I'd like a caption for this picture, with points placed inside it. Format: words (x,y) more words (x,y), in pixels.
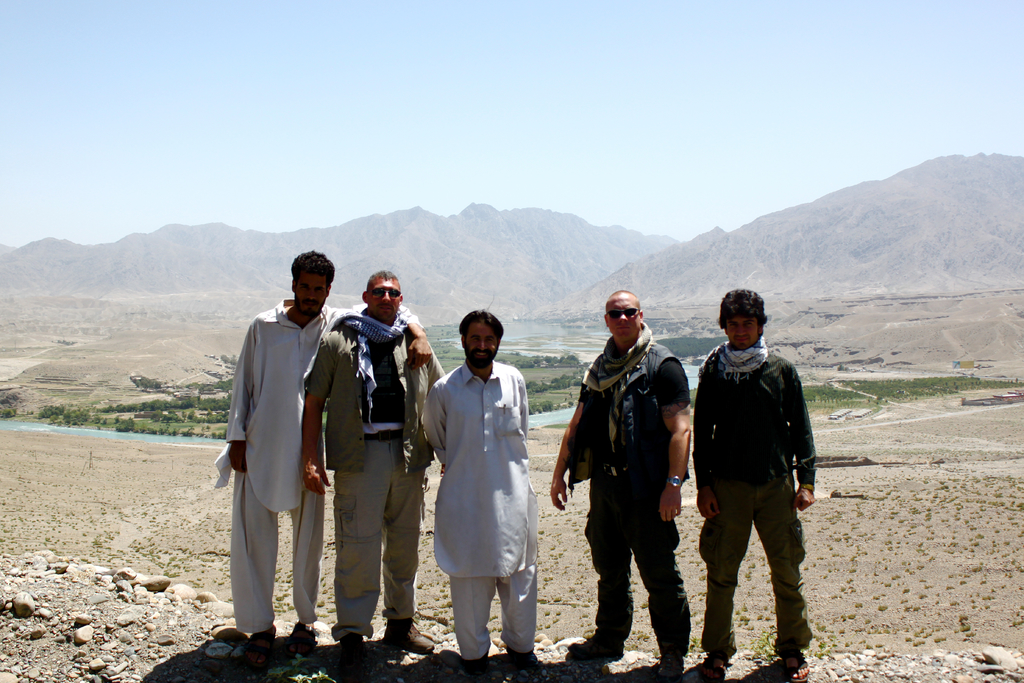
In this image we can see five persons (521,502) standing on the ground (139,618). In the background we can see hills (429,225). At the top (716,203) there is sky (526,18). Some trees (159,383) and grass (166,426) are also visible.
